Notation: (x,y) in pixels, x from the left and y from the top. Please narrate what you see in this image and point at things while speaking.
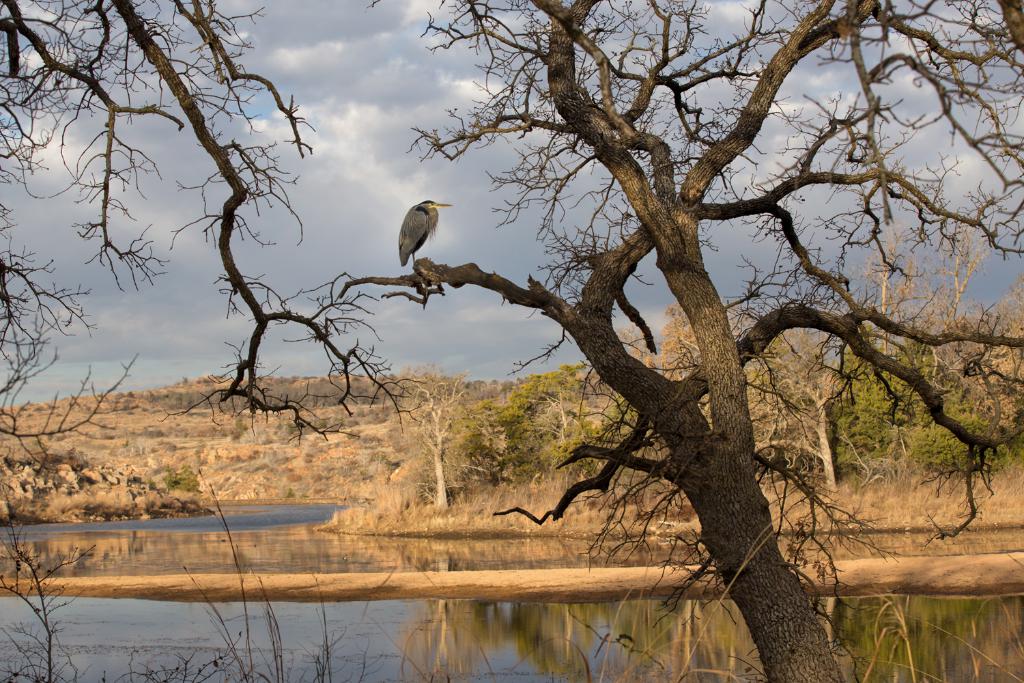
In this image I can see water (291,535), number of trees (3,297), clouds (381,200) and the sky (336,145). On this branch (461,275) I can see a grey colour bird (438,220). I can also see reflection (428,615) in water (485,621).
